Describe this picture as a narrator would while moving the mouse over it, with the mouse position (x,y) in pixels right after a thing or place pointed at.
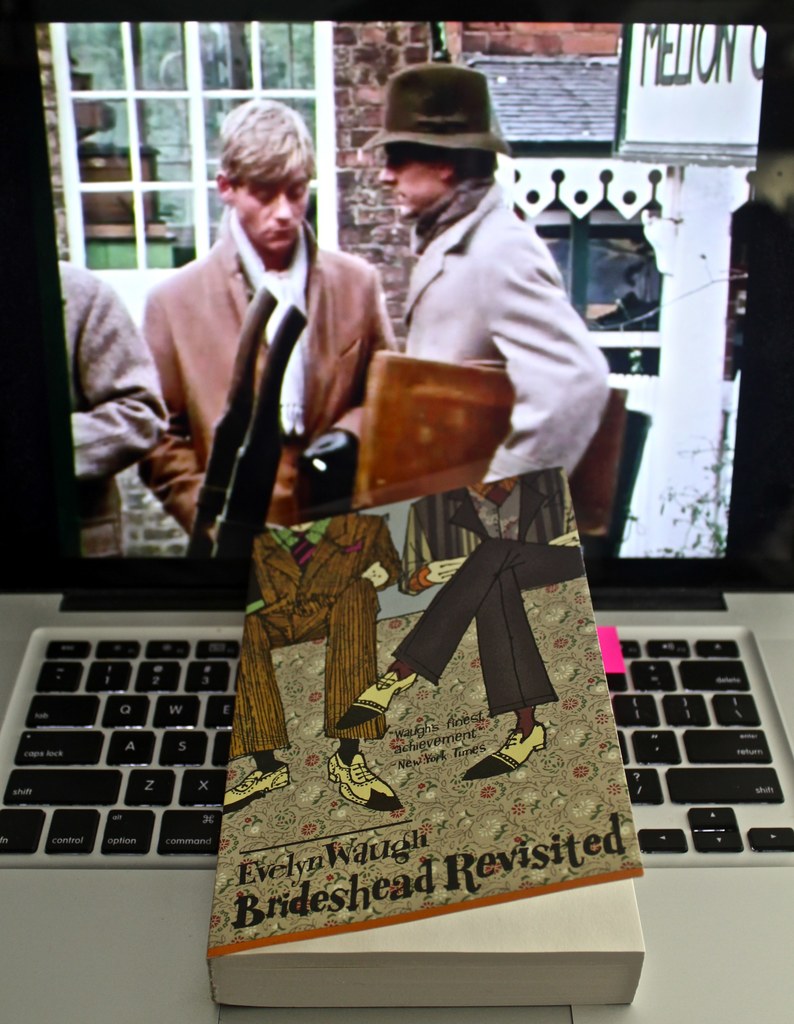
In this image we can see the laptop (292,330) with screen (366,155) and there are persons (428,147) in it. And there is the book (404,763) with image (426,622) and text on the laptop (373,244).
